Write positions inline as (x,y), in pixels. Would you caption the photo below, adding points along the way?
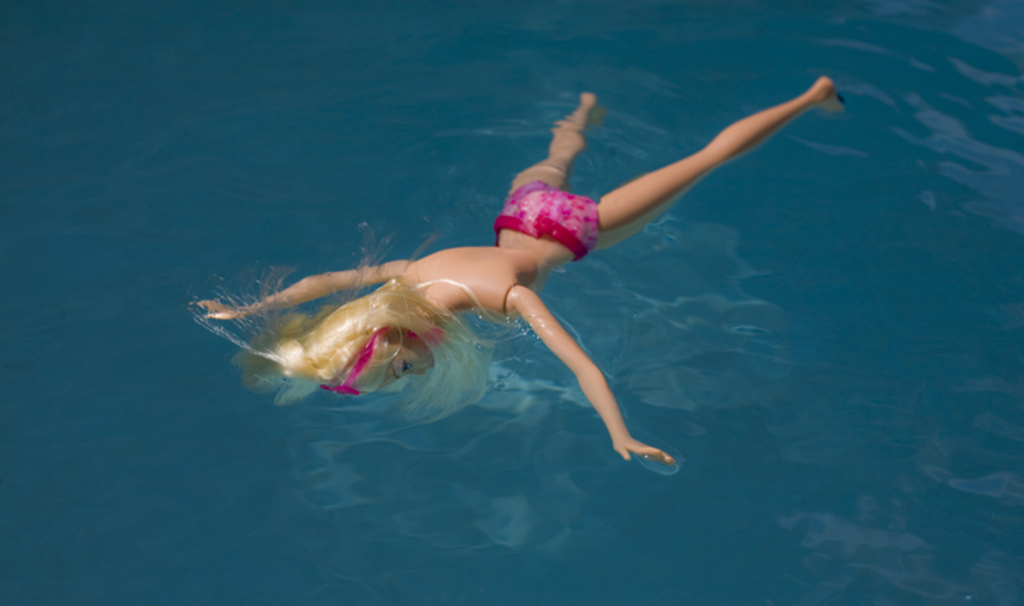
In this picture we can observe a doll (786,120) floating on the water (100,333). This doll (525,248) is in cream color. The water (520,147) is in blue color.
